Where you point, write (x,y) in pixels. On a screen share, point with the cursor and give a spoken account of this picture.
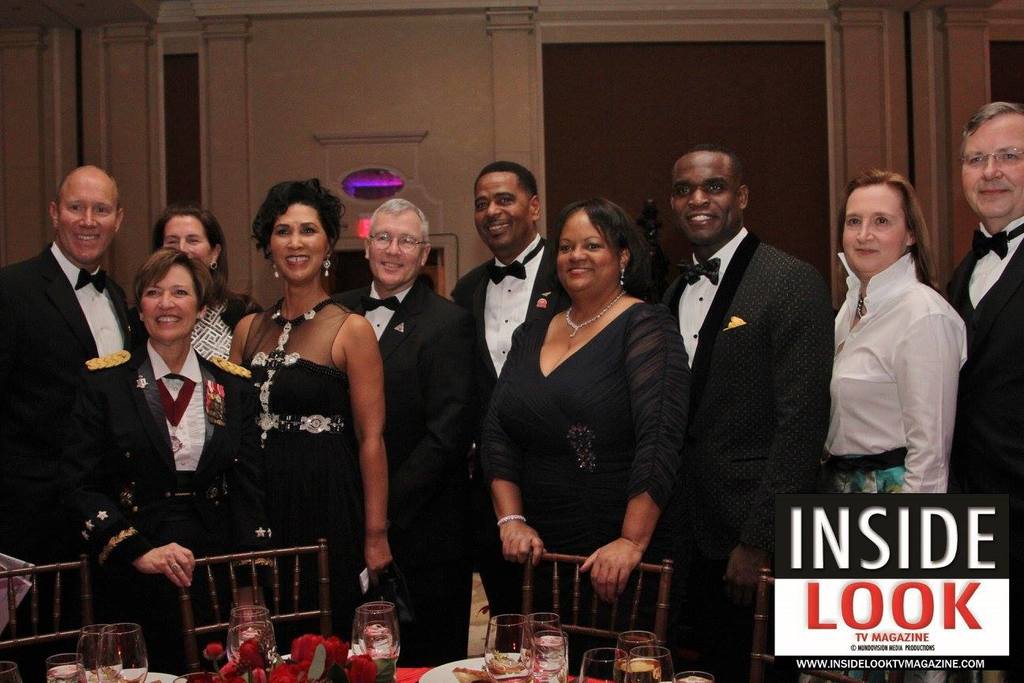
In this image I can see few people (447,435) are standing and wearing different color dresses (760,504). I can see few glasses (544,680), flowers (343,676), plate (471,665) and few objects (484,672) on the table (452,681). I can see few chairs (665,608) and the wall (363,86).
